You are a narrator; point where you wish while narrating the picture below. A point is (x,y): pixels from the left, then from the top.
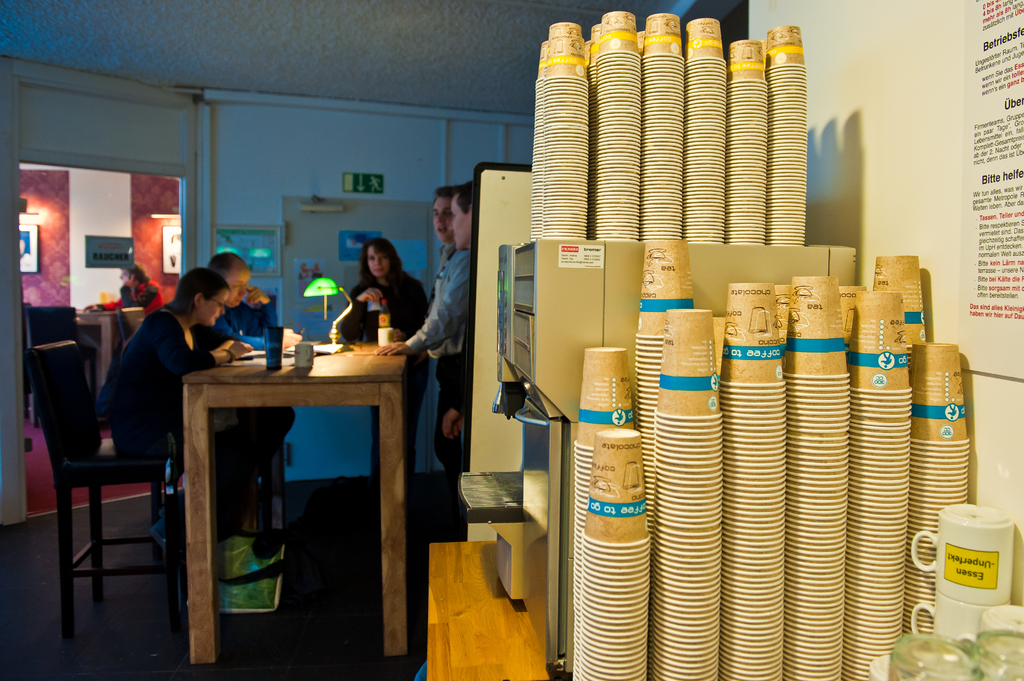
In a room (410,197) there is a pantry (490,514), there is a coffee machine (536,404) and beside that many cups (645,372) are kept on the table (439,548) and in the left side (298,391) there is a rectangular table (199,380) and people (234,278) are standing sitting on the rectangular table (255,378). On the table (330,356) there is a cup (301,345), glass (268,349) and a lamp (324,280), behind that there is an exit room (301,316) and in the left side (168,186) there is another room (70,316) and a person (128,296) sitting in front a table (109,321) inside that room (85,345).
